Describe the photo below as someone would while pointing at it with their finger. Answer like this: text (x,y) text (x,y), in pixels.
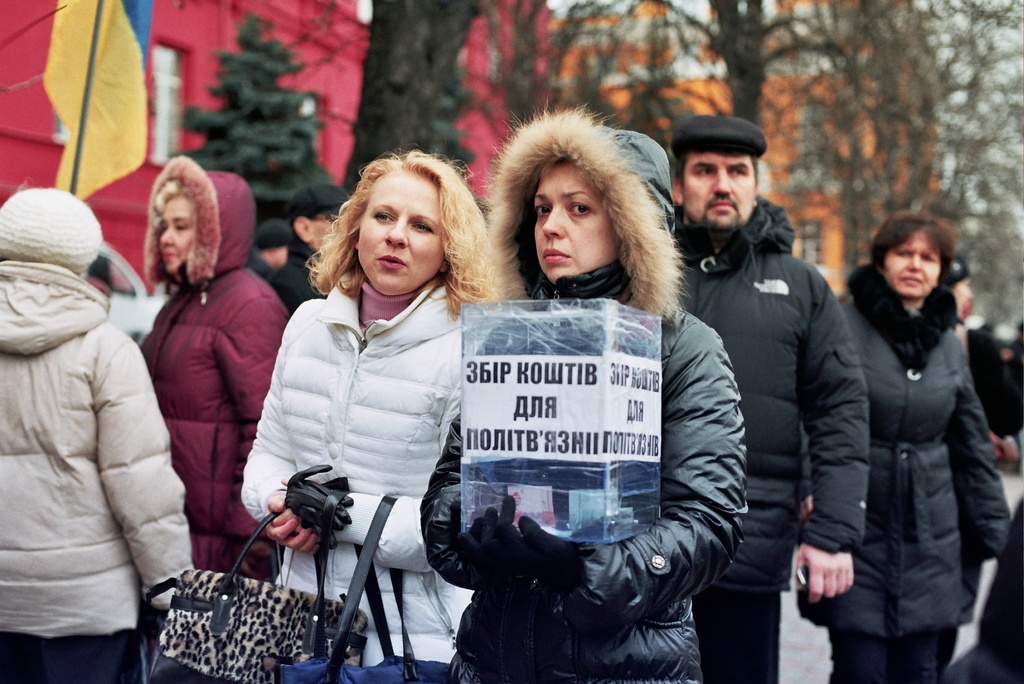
These group of people (93,480) are standing and wore jackets (675,492). This woman (597,219) is holding a box (515,496) with money (531,508). This woman (395,315) is holding bags (232,574). We can able to see flag (96,65), building (187,47) and trees (732,75).
